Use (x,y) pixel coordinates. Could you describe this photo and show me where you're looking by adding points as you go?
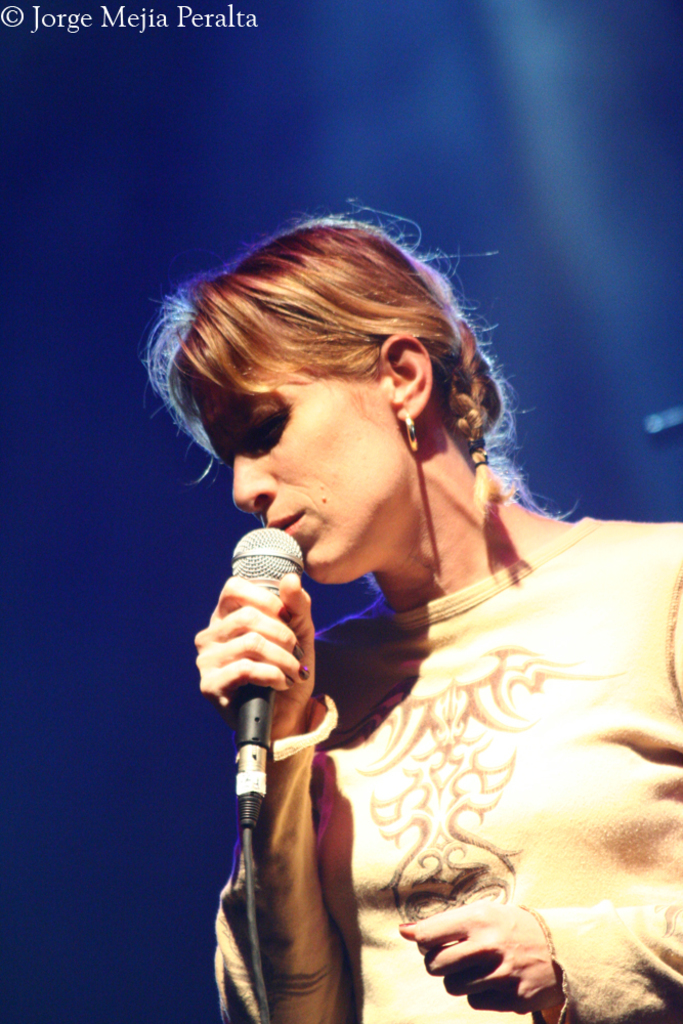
On the right side of the image (585,755) a lady (406,674) is standing and holding a mic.
